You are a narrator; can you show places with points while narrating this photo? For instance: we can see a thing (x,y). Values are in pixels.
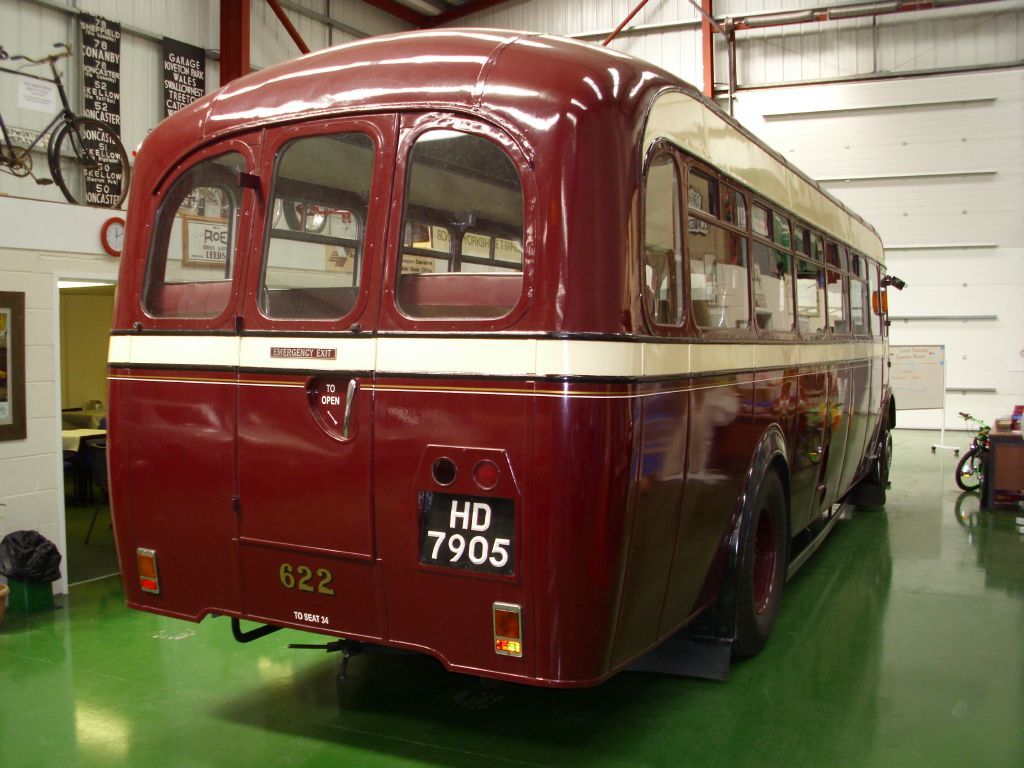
In this picture there is a red color vehicle (550,431) on a green surface (779,650) and there is a table (997,485), bicycle (967,475) and a white board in the right corner (998,460) and there is a dust bin (51,566) and some other objects (2,389) in the left corner (41,543).
